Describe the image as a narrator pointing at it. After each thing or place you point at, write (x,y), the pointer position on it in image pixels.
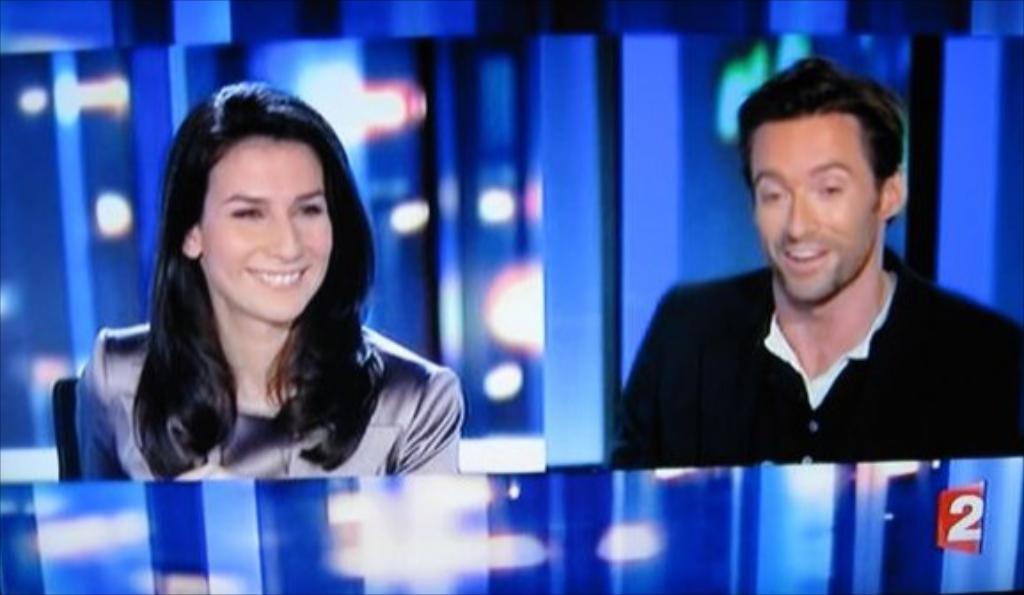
In this picture we can see a screen (609,469), here we can see a man (778,453) and a woman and they are smiling.
